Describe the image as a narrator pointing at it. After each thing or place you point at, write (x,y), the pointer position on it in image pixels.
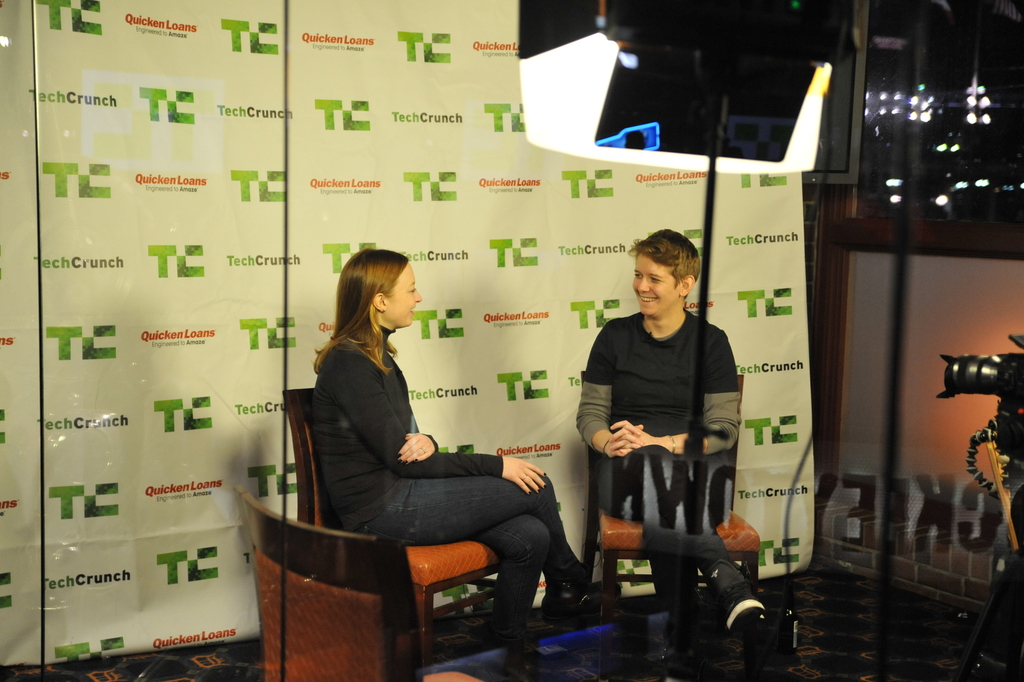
In the image we can see a girl (416,440) and a boy (588,414) sitting on chair (405,549) talking to each other. This is a camera (974,390).
